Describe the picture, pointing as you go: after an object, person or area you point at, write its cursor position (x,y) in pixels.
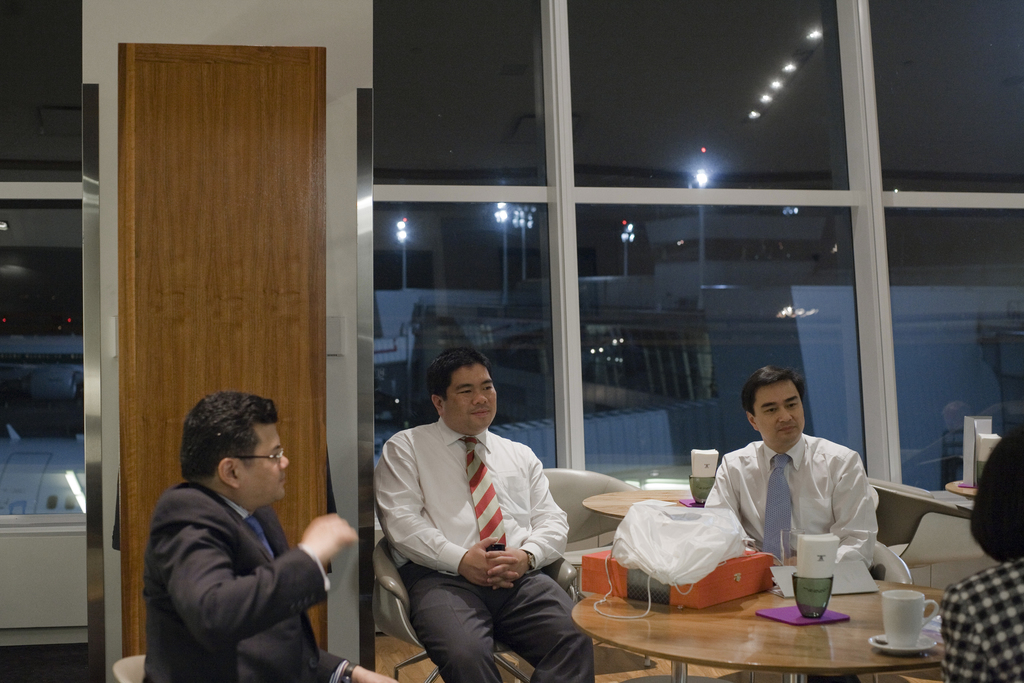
In this picture we can see a group of people (551,627) sitting and there is a table (712,646) in front of them with a coffee mug (896,627) and some tissues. There is also a woman (959,630) sitting on the right (1012,468).
